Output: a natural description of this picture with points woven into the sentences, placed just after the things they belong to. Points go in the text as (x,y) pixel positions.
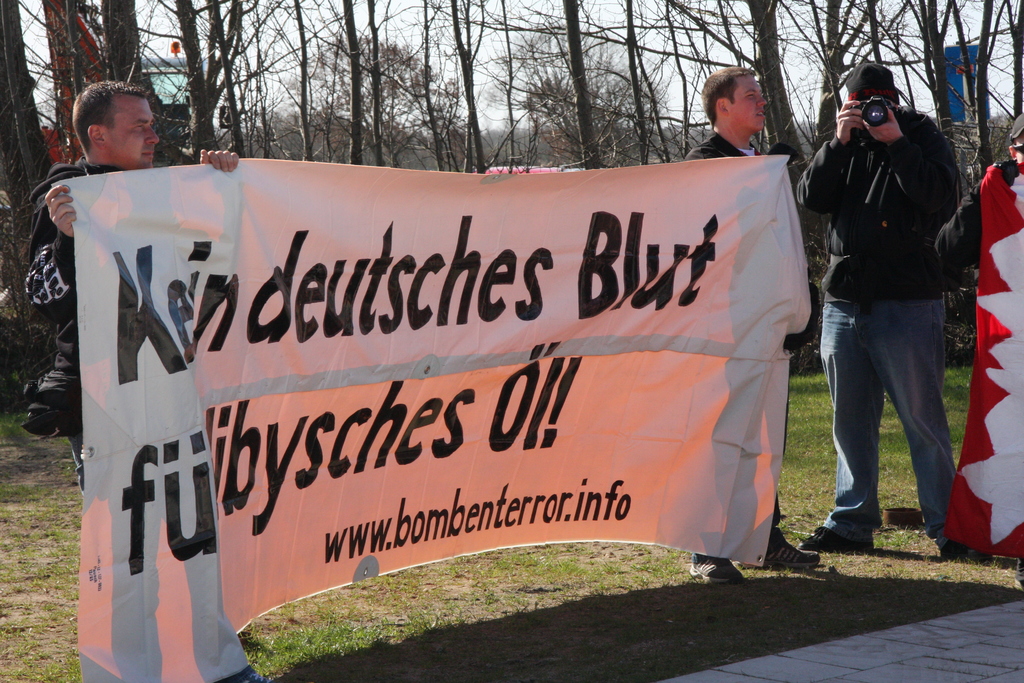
In this image there are two people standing and holding a banner (408,396) in their hand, beside them there is a person (823,168) clicking pictures, beside him there is another person (961,256) holding a banner (997,309), behind them there are trees (371,153).
